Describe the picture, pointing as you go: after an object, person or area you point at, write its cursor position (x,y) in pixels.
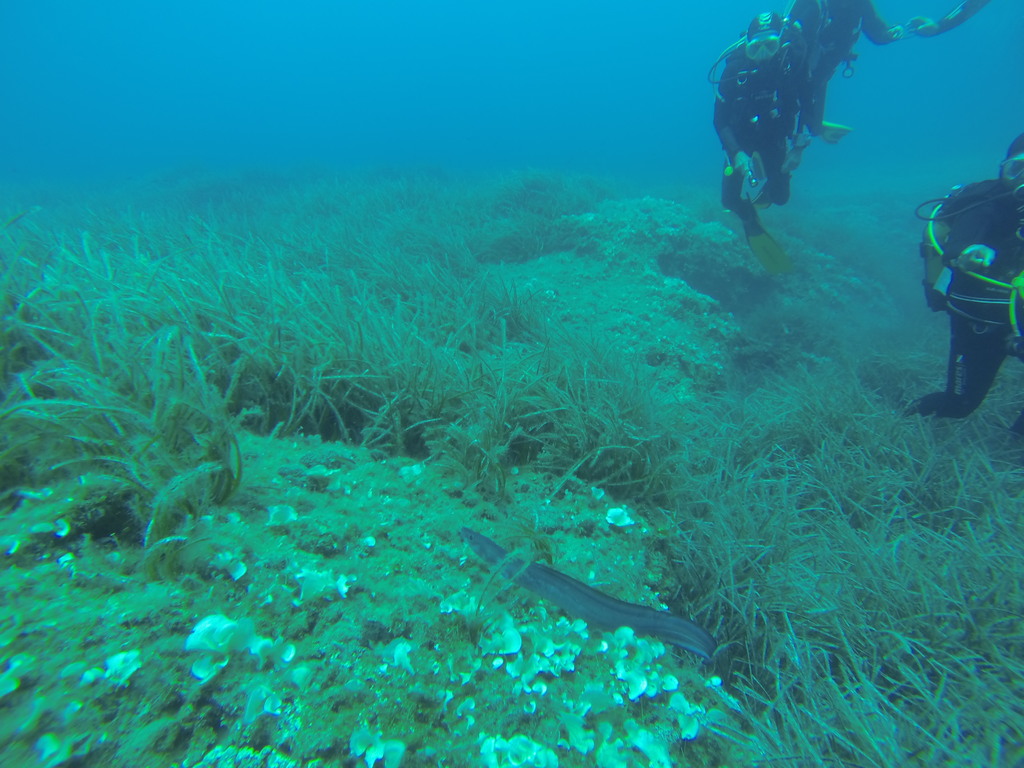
In the picture we can see deep in the water (29,111) with a rock surface (437,537) and some plants (751,474) and a fish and besides, we can see three deep sea divers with jackets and oxygen masks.
